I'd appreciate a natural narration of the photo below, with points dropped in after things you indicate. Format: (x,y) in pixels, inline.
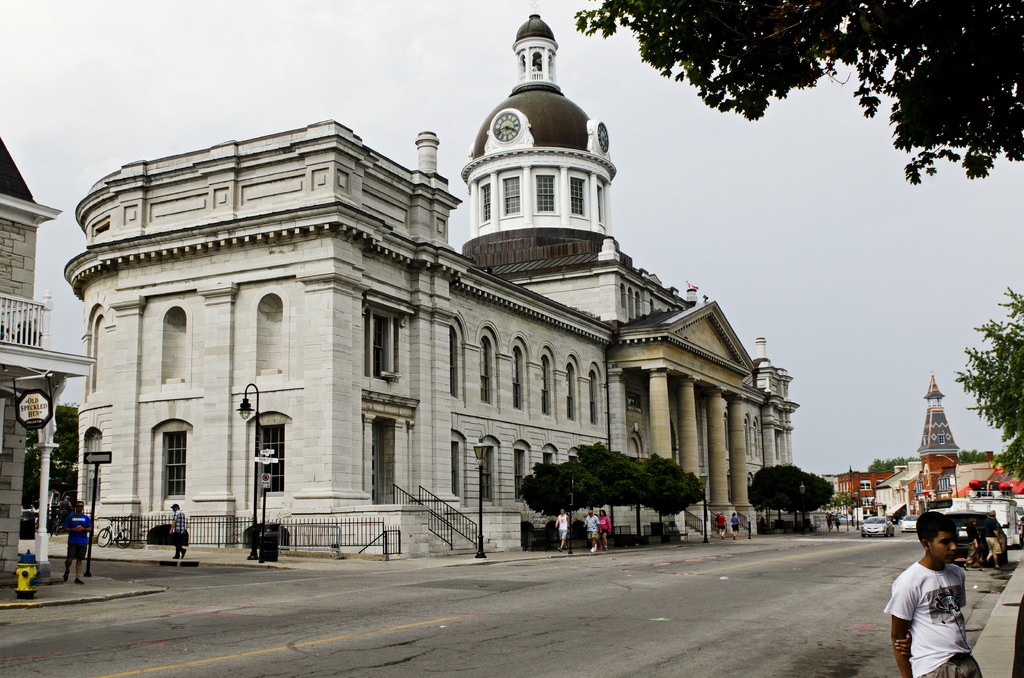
In this image we can see group of people (936,525) standing on the road (990,595). several vehicles (871,532) are parked on the path (663,555). In the background (169,322) we can see group of buildings (348,318), trees (605,454), poles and sky (727,240).
